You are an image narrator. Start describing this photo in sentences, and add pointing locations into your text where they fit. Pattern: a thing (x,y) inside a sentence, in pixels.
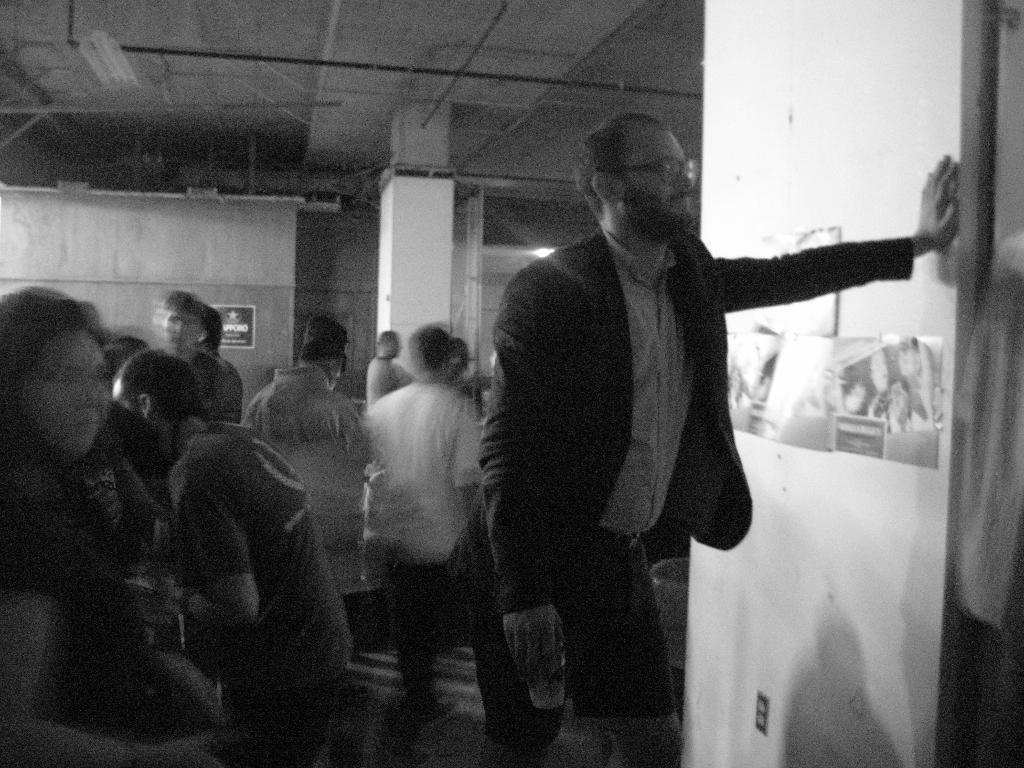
I see this is a black and white image and I see number of people (523,412) and I see that this man (525,516) is wearing suit (590,450) and is holding a thing (565,662) in his hand (514,625) and I see the wall (755,44) over here on which there are posters (849,387) and in the background (415,125) I see the pillar (428,127) and I see poster (249,337) over here on this wall (239,360) and I see the ceiling (224,125) and I see the light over here.
